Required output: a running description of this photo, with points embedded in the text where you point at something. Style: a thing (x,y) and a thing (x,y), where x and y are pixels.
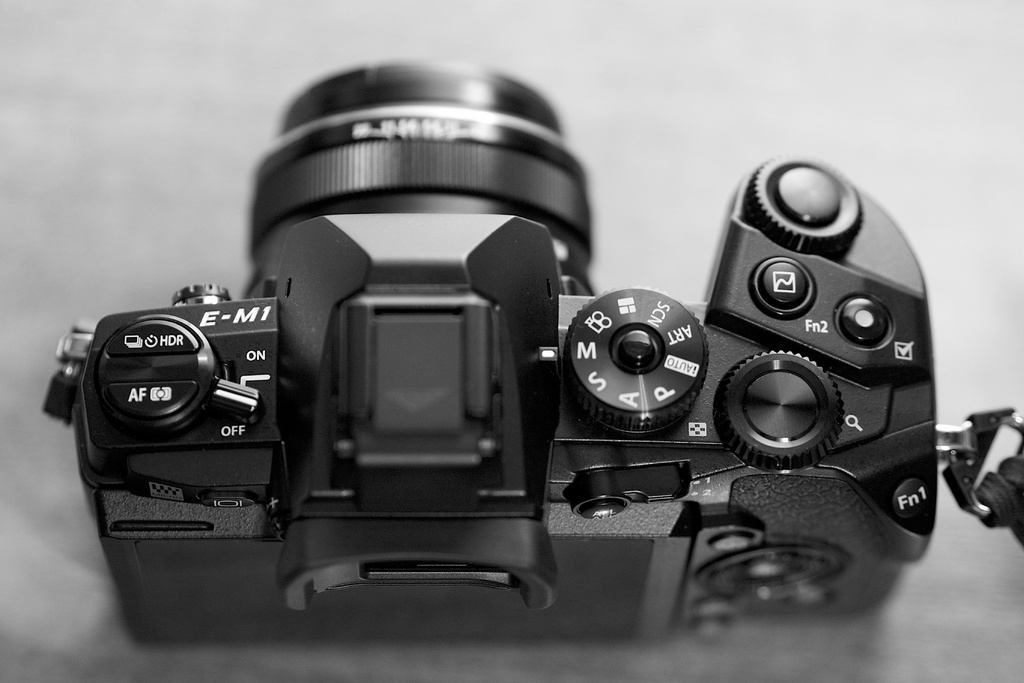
In this image we can see the camera (506,256) on the table (246,31).
